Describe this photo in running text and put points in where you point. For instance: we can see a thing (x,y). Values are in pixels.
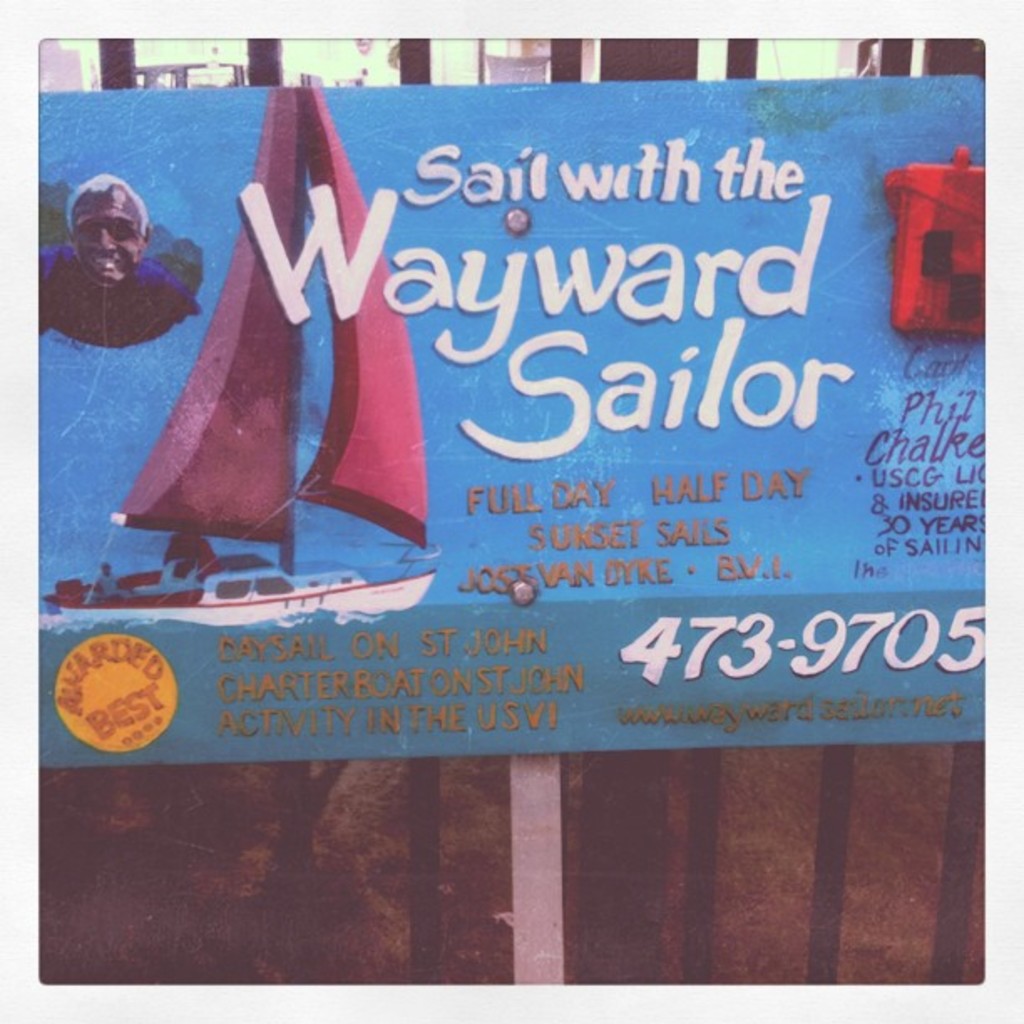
In the center of the image (532,376) there is a placard (456,744) with some text (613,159) on it.
